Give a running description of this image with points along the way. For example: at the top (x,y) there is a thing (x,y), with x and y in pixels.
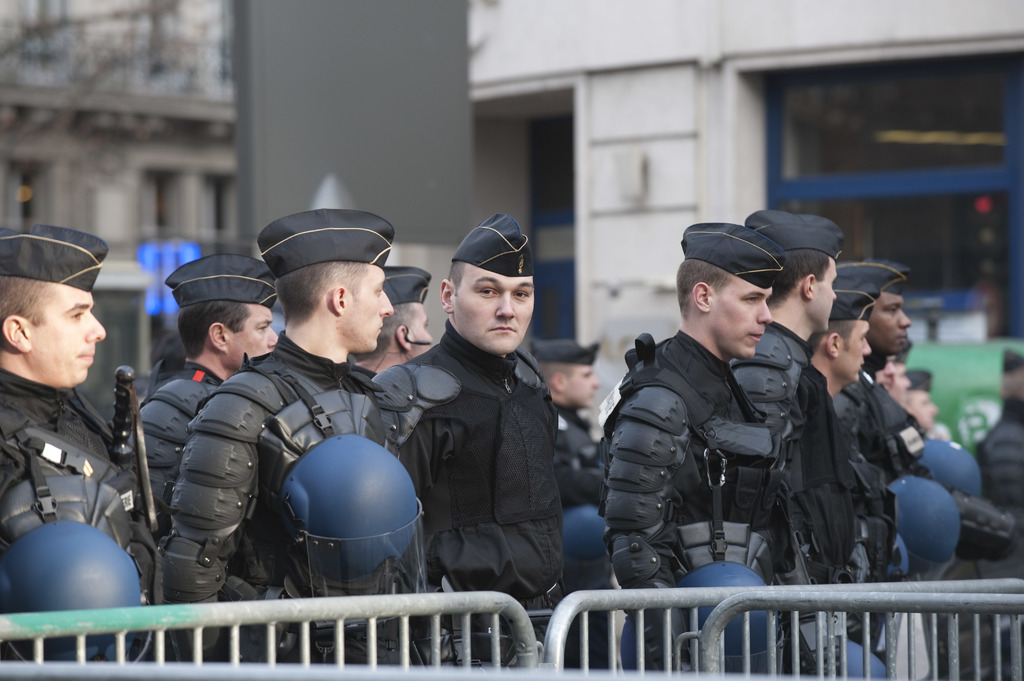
In the picture there are railings (636,601) in the foreground (807,625), behind the railings (306,631) there are a group of people (523,391) with similar costumes (499,397), the background of the people (519,318) is blur.
